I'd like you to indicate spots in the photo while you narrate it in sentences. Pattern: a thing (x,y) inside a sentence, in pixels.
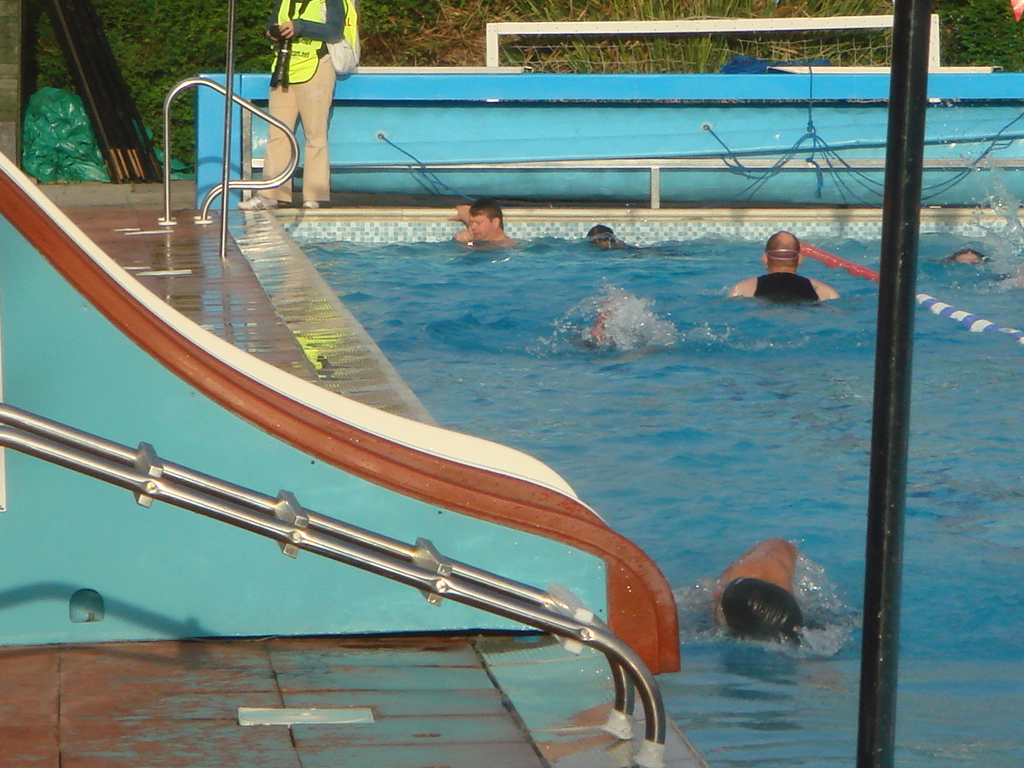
In this image, we can people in the swimming pool (646,385) and there are rods (379,568) and we can see a mesh (585,41) and a person (315,52) wearing a jacket (315,64) and wearing a bag (340,53) and holding an object (281,44). In the background (139,44), we can see trees (209,31) and there are bags (84,128) and a wall (218,124) and there is a floor (313,705).
